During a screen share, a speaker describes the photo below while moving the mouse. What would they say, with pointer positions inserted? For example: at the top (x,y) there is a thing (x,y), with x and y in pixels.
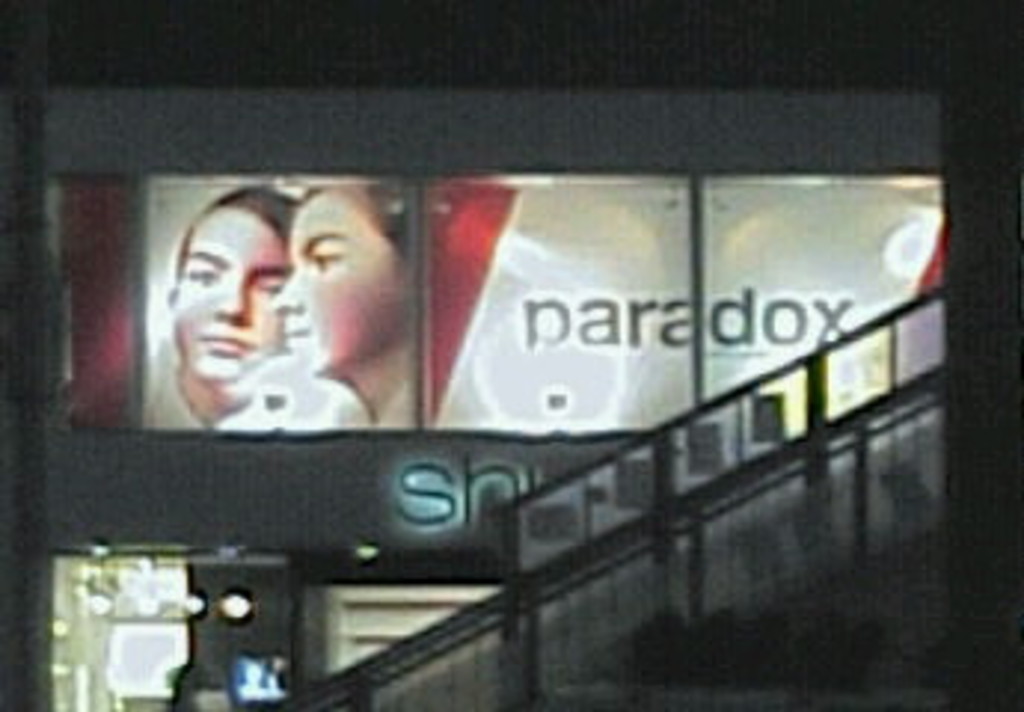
In the picture I can see an LED hoarding board (597,219) in the middle of the image (472,387). In the hoarding (506,227) I can see the faces (395,289) of two persons (216,351) and a text (775,305). These are looking like lamps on the bottom left side of the picture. It is looking like a glass fencing (744,539) on the right side (794,525).
